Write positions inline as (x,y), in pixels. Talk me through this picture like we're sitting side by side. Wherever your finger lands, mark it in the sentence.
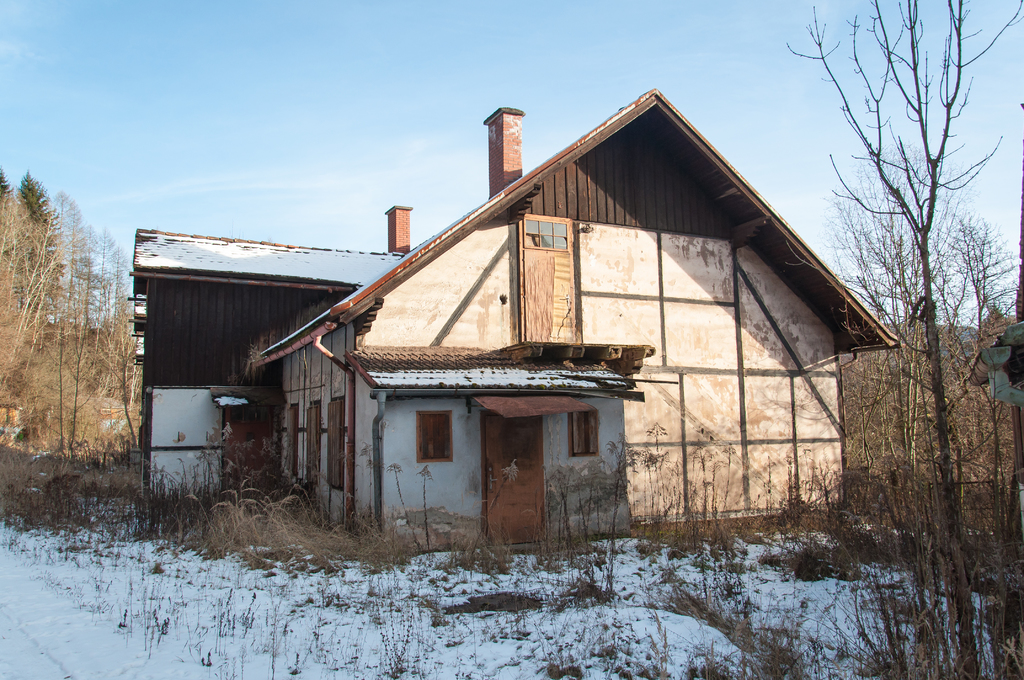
In this image, we can see a house (460,501) with wall (446,496), door (515,505) and windows (422,434). Here we can see snow (426,659), plants (110,486), trees (967,537). Background (450,171) we can see the sky (347,126) and chimneys (393,234).
